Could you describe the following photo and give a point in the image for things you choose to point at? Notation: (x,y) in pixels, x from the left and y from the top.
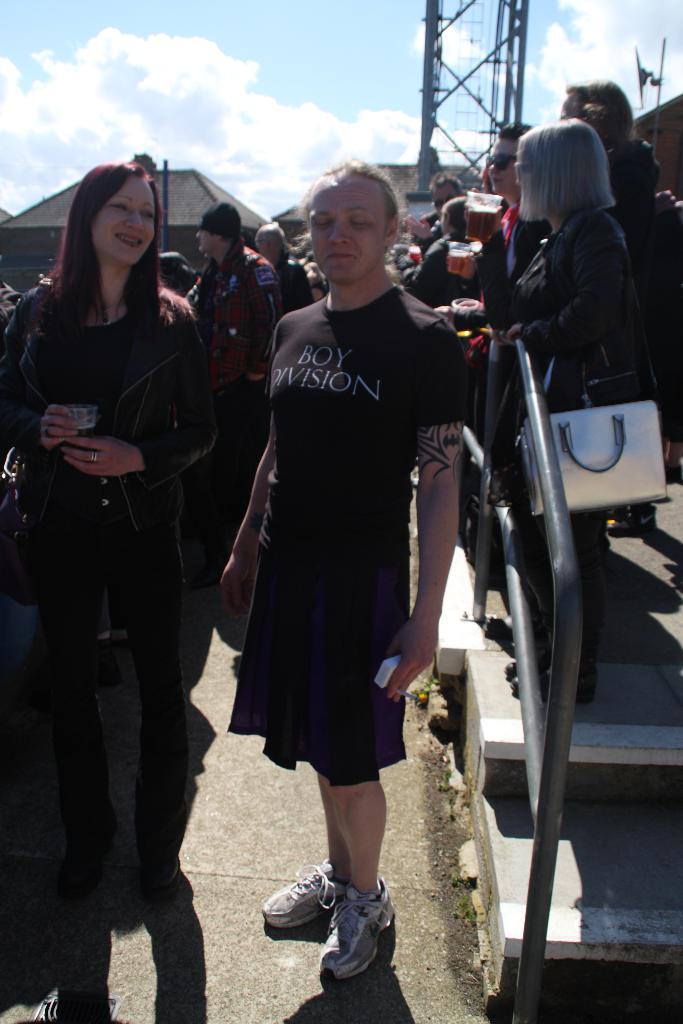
In this image in the middle (312,440), there is a man (312,440), he wears a t shirt (364,503), skirt (334,761), shoes (344,912). On the left (134,584) there is a woman (94,444), she wears a t shirt (62,483), trouser (128,593), shoes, her hair (139,270) is long. In the background (609,281) there are many people (549,295), staircase (583,750), tower (471,74), houses (169,211), sky (446,70) and clouds (232,115).
